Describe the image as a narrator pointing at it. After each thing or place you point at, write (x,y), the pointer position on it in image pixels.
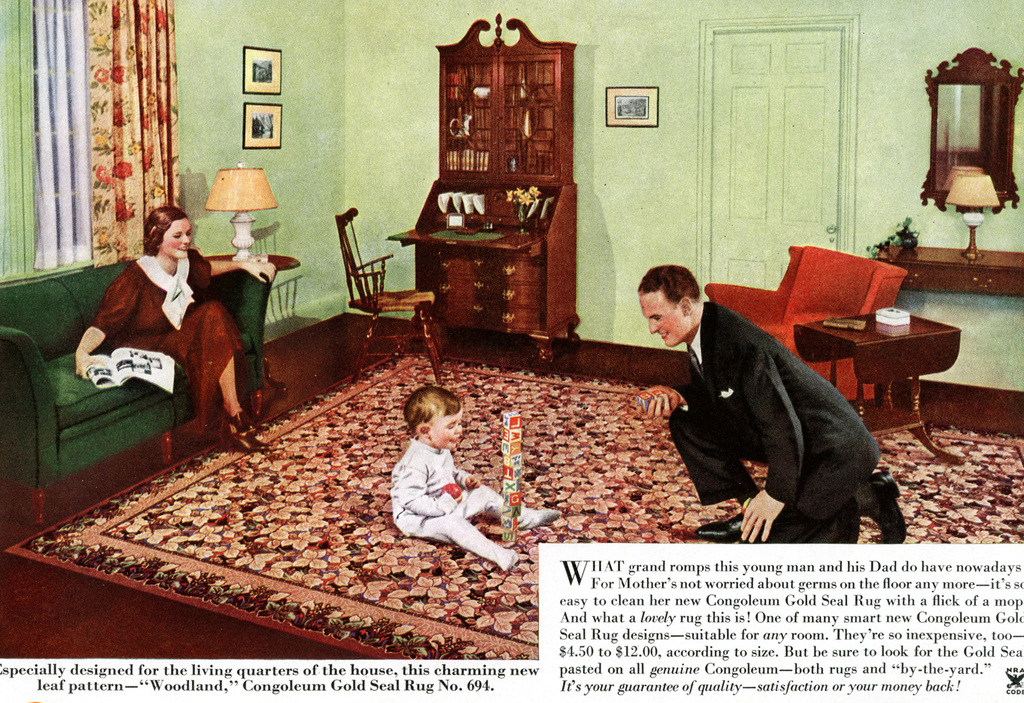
In this picture, we see 3 persons (435,453). On the left (204,368) we have a lady (211,367) who is sitting on the sofa (255,330) and holding a book (151,353). She is looking at the baby (435,489) present in the center (447,416). On the right most (728,373) person (771,444) is man (773,418), he is also looking at the baby (418,503). The center person (433,486) is a baby (501,503). In front of the baby (501,497) we have dices (514,516) present one above the other. In the back (392,234) we see a wall (369,244). The house (389,136) is like a well decorated one.
